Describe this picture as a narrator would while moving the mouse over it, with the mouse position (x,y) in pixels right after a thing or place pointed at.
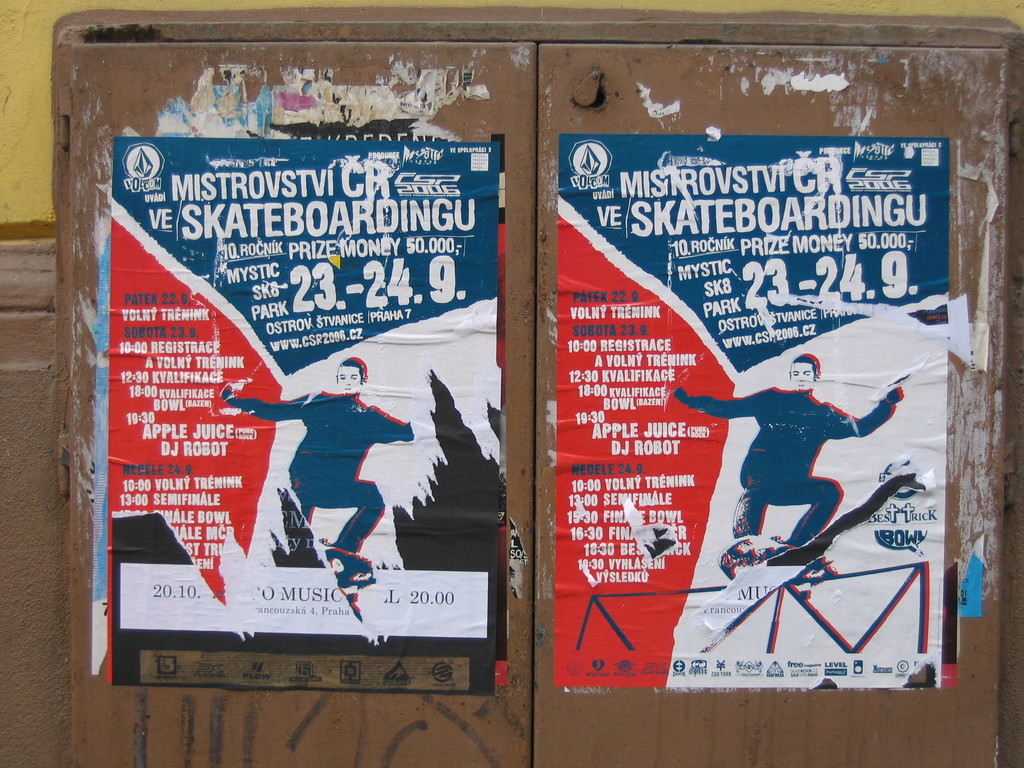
In this image, we can see posters (647,621) on a wooden object (976,763). Here we can see the wall (42,117). On the posters (620,217), we can see some text (186,379).
